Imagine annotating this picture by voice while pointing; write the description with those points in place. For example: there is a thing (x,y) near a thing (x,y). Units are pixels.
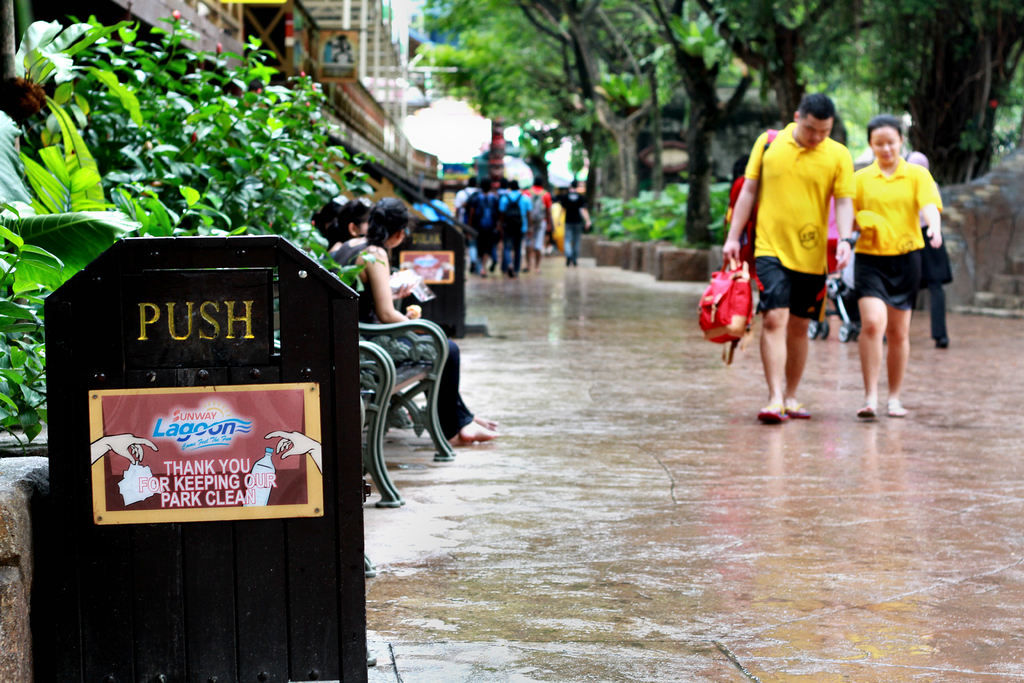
This image consists of few persons (356,241). In the front (819,255), we can see two persons (839,245) wearing yellow T-shirts (824,249) are walking. At the bottom (675,561), there is a road (560,457). On the left (273,321), we can see a dustbin (95,402) along with plants (243,86) and buildings (234,18). On the right (833,73), there are trees (709,100).
